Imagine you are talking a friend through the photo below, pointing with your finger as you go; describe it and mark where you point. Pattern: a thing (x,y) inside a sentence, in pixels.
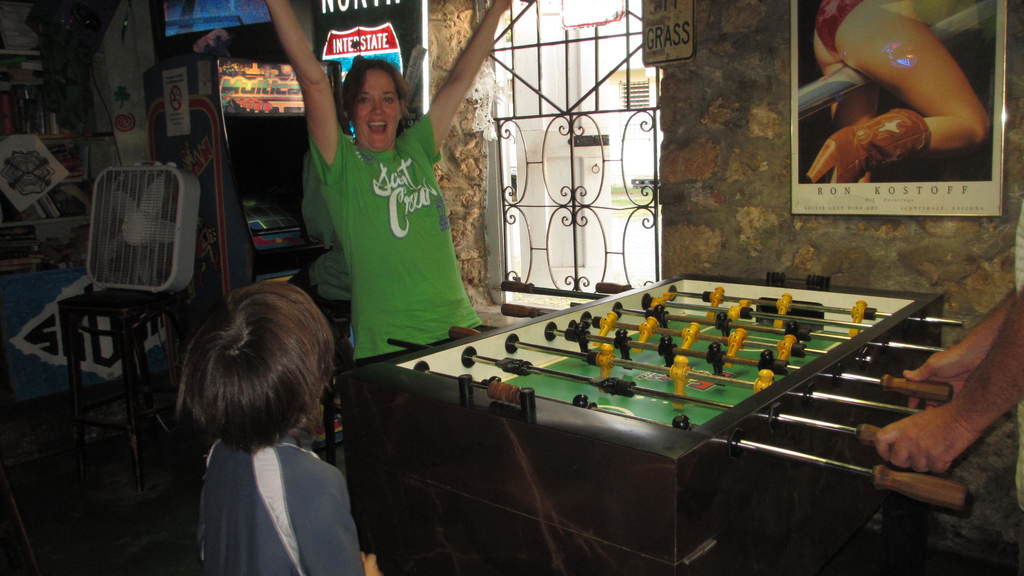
In this picture I can see table football (735,386) and I can see a woman (464,316) is standing and I can see another human (970,437) on the right side (970,364) and I can see a frame (921,137) on the wall (779,135) and in the back (246,125) I can see another game (241,143) and another person (346,258) seated on the stool (337,322) and I can see a fan (163,213) on the stool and I can see boards (667,59) with some text (656,36).
